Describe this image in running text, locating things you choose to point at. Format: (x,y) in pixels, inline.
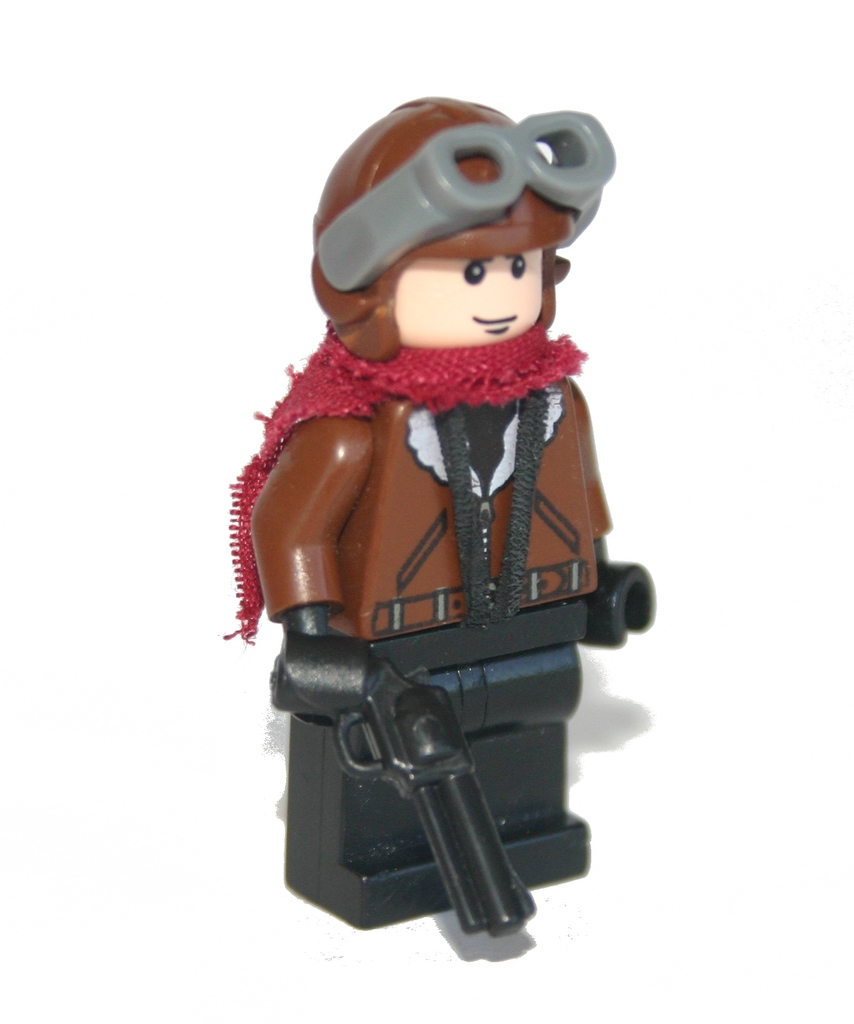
In this image, in the middle (466,603), we can see a toy (469,558) holding a gun (485,823) in hand (327,655). In the background (182,950), we can see white color.
